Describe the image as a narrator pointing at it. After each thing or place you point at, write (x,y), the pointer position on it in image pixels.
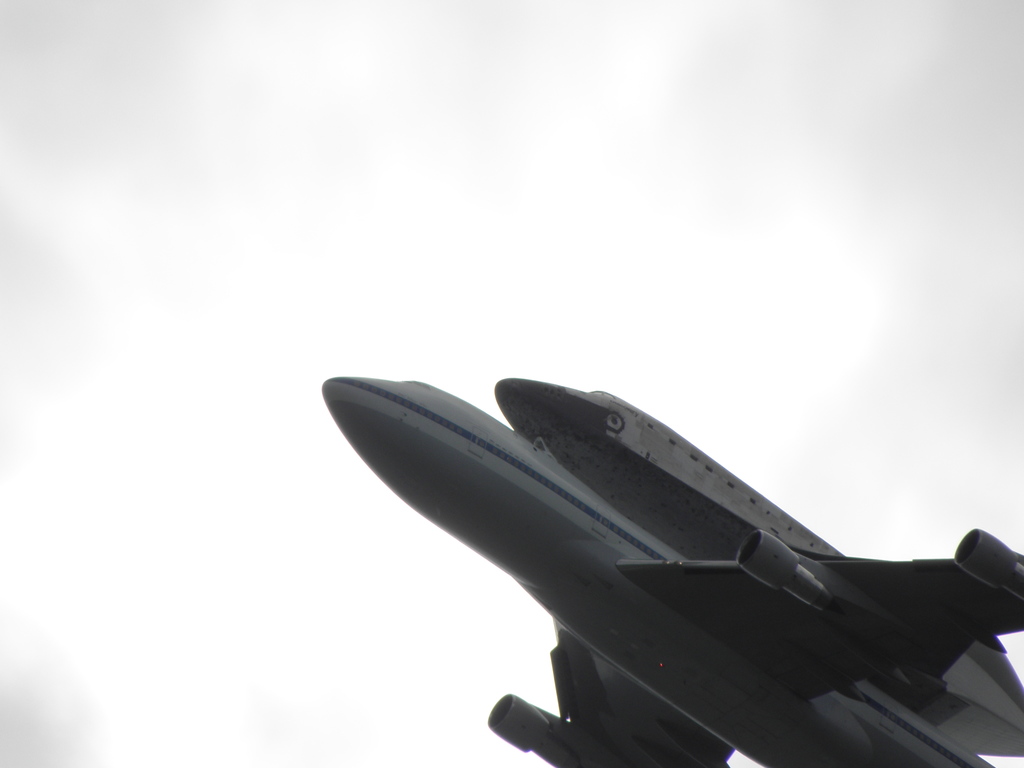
In the image we can see a plane (1023,603). Behind the plane (662,747) there is sky (141,379).
